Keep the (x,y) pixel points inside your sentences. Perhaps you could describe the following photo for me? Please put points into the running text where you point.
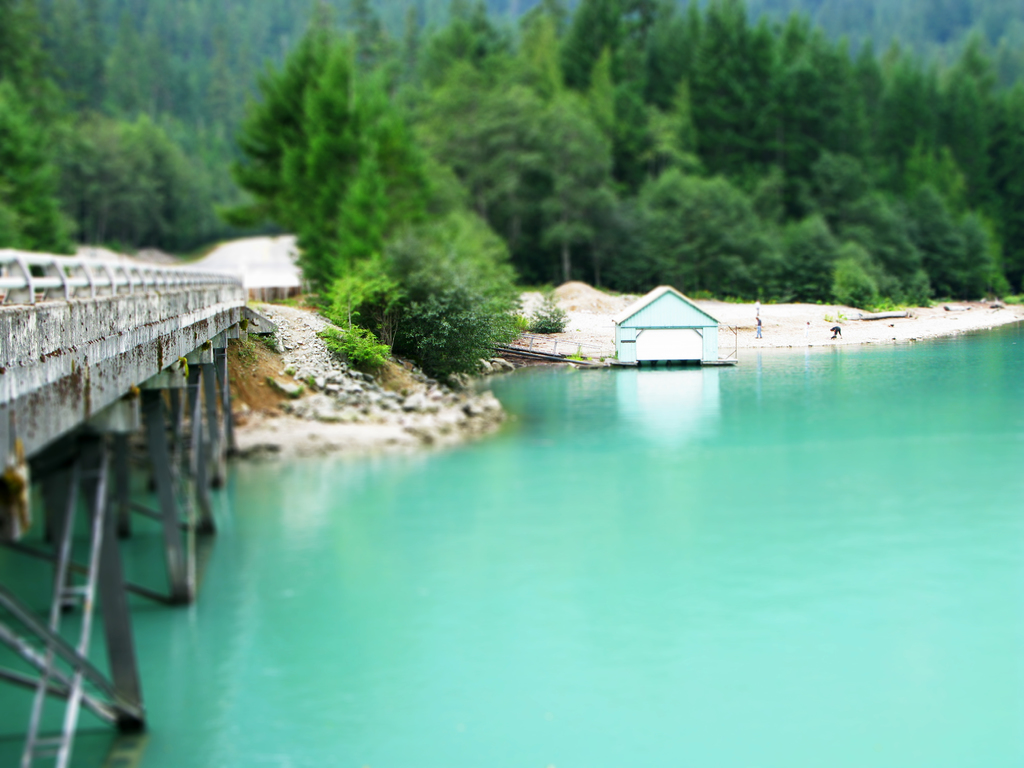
In this image we can see water (536,540), bridge (103,337), an object (639,332) on the water (653,385), sand (586,348) and few trees (414,184) in the background (726,164).
